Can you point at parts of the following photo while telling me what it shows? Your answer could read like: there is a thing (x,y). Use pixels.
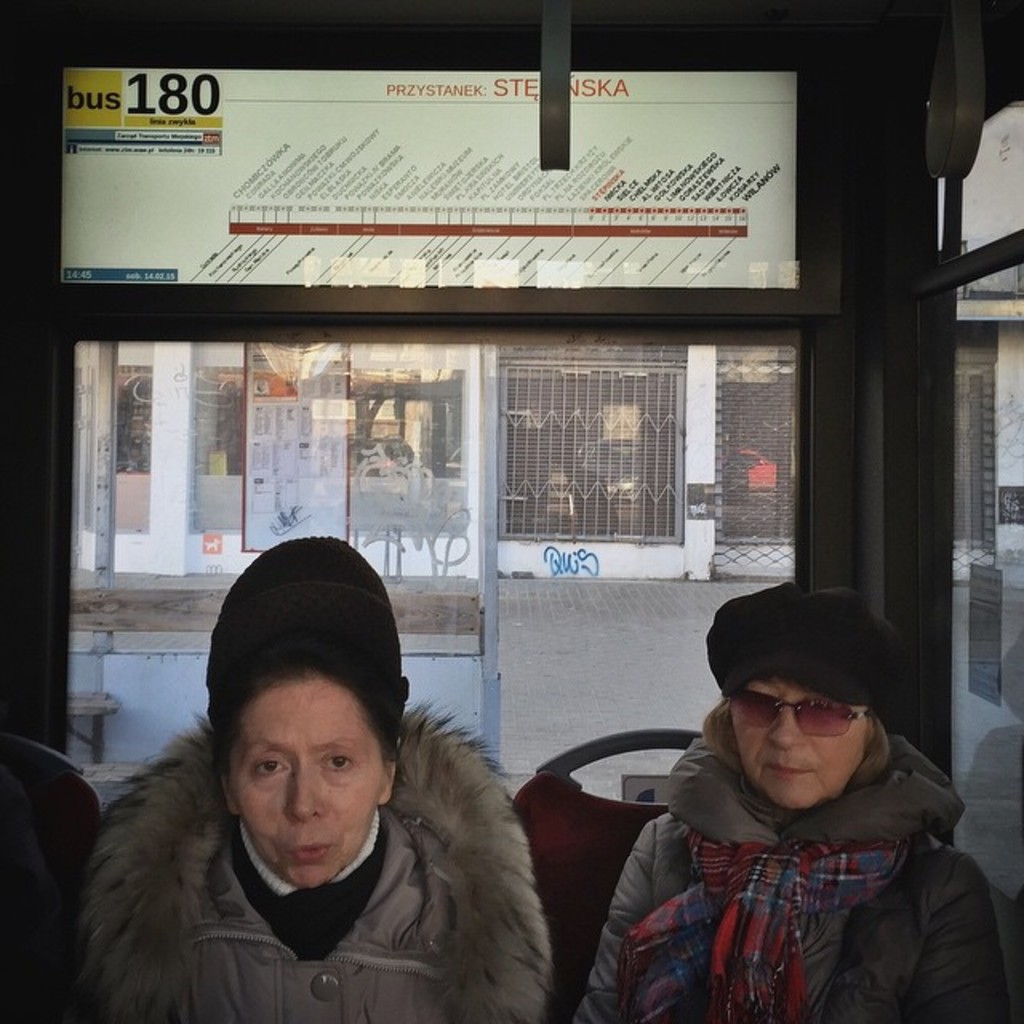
In this image at the bottom (547,900) there are two people (509,907) sitting on chairs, and they are wearing jackets (904,891) and hats (274,585). In the background (532,531) there is a glass window (347,531), and through the window (410,491) we could see a building (441,441) and some objects (523,389). At the top of the image (156,130) there is a board (622,180), on the board (457,178) there is text (676,177) and on the right side of the image (966,575) there is a glass door (992,728). On the door (984,821) there is a poster (977,634), and there is a walkway (648,648) in the center of the image (568,656).
